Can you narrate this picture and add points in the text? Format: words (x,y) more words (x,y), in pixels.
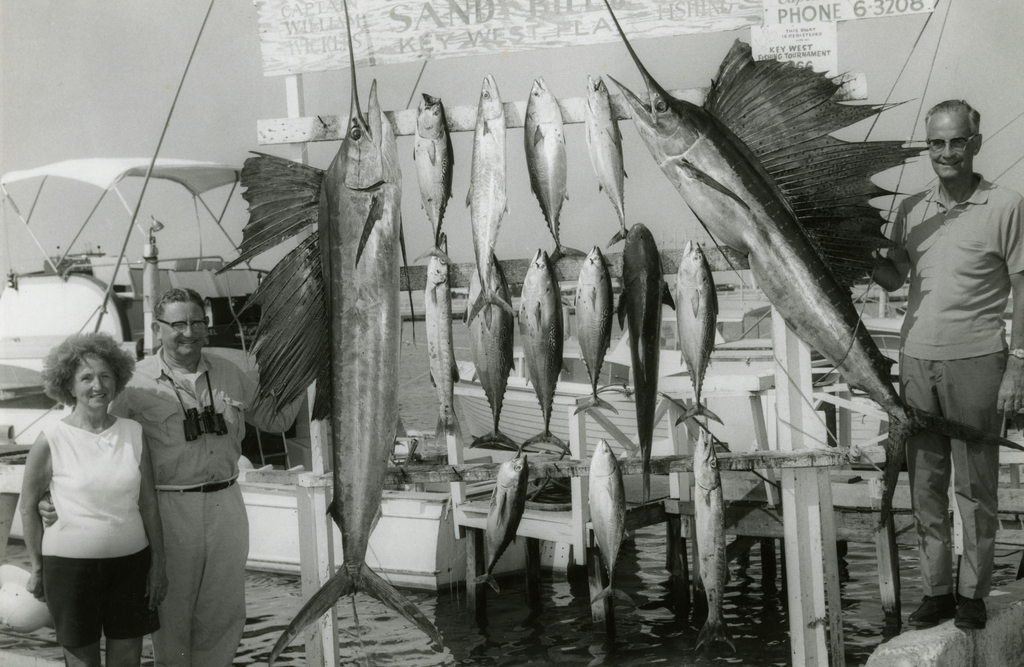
In the picture we can see a stand (317,468) and different types of fishes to it and beside it, we can see a man (225,650) and a woman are standing and smiling and on the other side, we can see a man (969,118) standing and smiling and behind them, we can see a boat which is white in color in the water (696,627), in the background (889,98) we can see the sky (83,56).
